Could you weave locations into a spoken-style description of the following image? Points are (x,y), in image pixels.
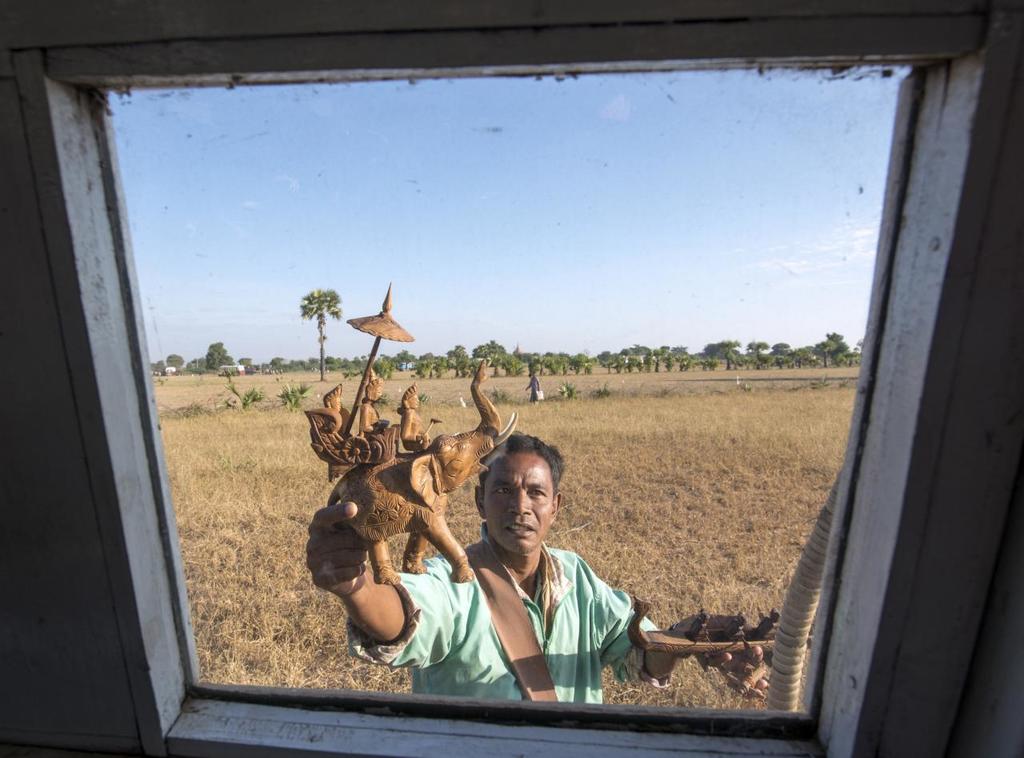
In this picture there is a person (544,649) standing and holding a wooden toy (419,476) in his hand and there are trees (492,352) in the background (606,364).
